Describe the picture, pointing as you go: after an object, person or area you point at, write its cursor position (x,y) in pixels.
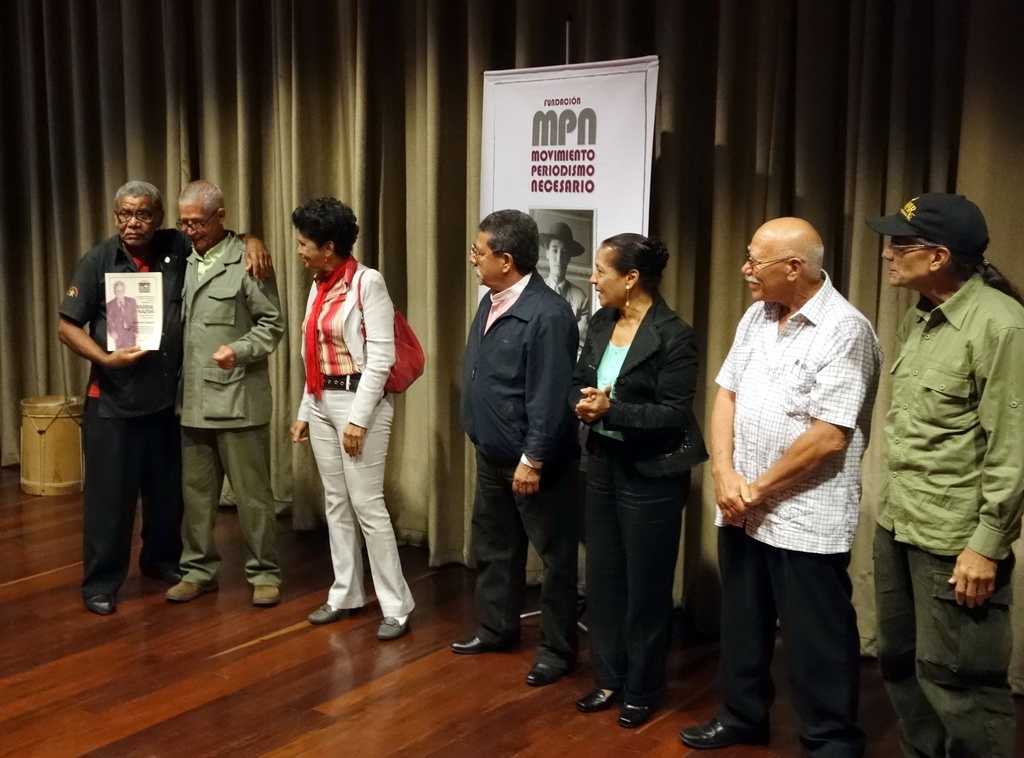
In the center of the image (556,392) we can see people (940,300) standing. The man (100,566) standing on the left (104,565) is holding a paper (131,278) in his hand (122,353). In the background (546,233) there is a board (545,178) and a curtain (930,117).
